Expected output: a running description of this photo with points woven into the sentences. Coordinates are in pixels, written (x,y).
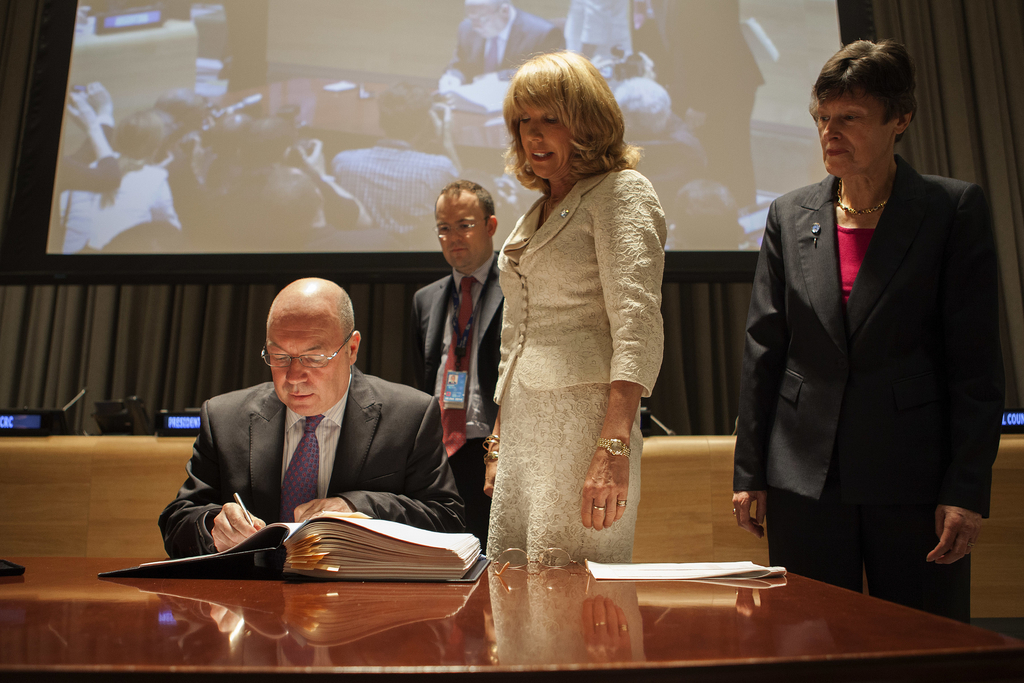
On the left side (269,404), there is a person (280,412) in a suit (280,412), writing something in a book (273,547) which is on a wooden table (466,640). On this table (559,584), there is a spectacle (560,554) and a document (646,579). On the right side (962,498), there are two women (889,175). One of them is speaking. In the background (449,240), there is a person (455,182), a screen (500,186) and a curtain (1008,167).
